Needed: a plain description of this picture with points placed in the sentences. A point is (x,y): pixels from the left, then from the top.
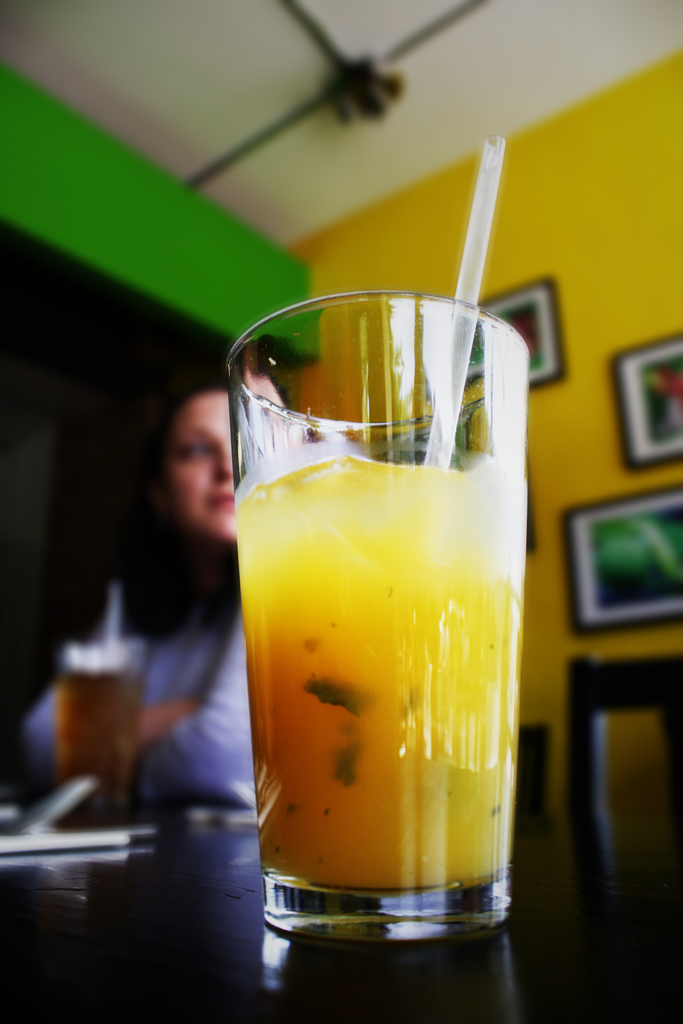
In this picture we can see glasses (309,707) and objects (88,835) on the table (223,830). There is a woman (221,758) and we can see chair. In the background of the image (676,556) it is dark and we can see frames (544,309) on the wall (531,182). At the top of the image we can see an object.
